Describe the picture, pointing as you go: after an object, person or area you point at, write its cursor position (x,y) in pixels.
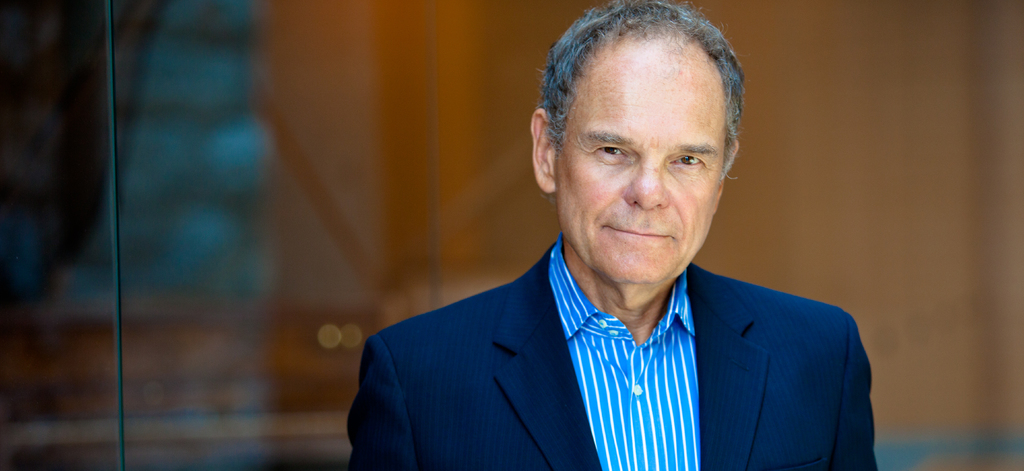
In this image I can see a man (647,354) in suit (541,412) and the background (353,311) is not clear. This image is taken may be in a hall (373,259).
